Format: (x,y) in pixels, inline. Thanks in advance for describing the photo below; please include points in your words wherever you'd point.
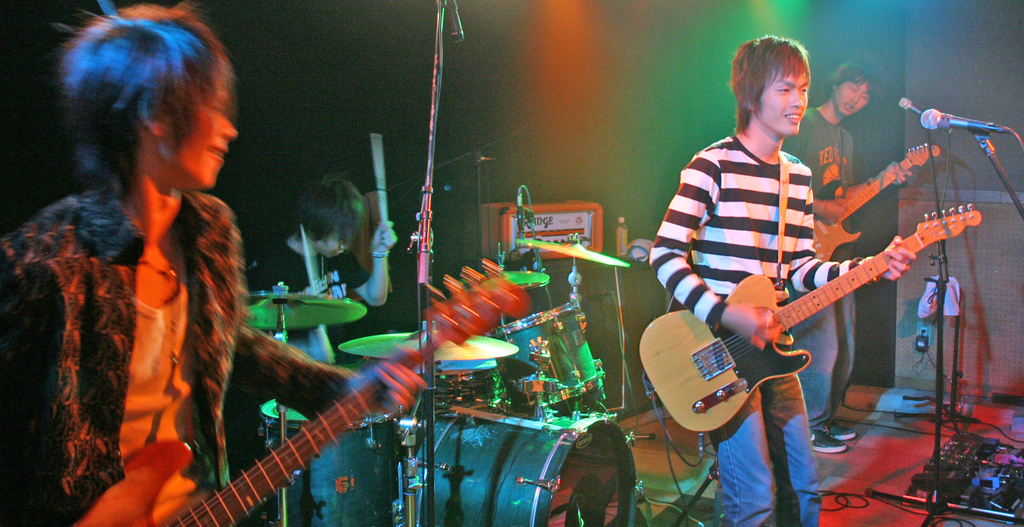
In this image there are four man (174,167) three men (790,190) are standing holding the guitar (335,412), playing the guitar (359,409) in front of the man (798,102) there is a microphone (974,121). This man (347,287) is sitting and playing the drums (508,461).
